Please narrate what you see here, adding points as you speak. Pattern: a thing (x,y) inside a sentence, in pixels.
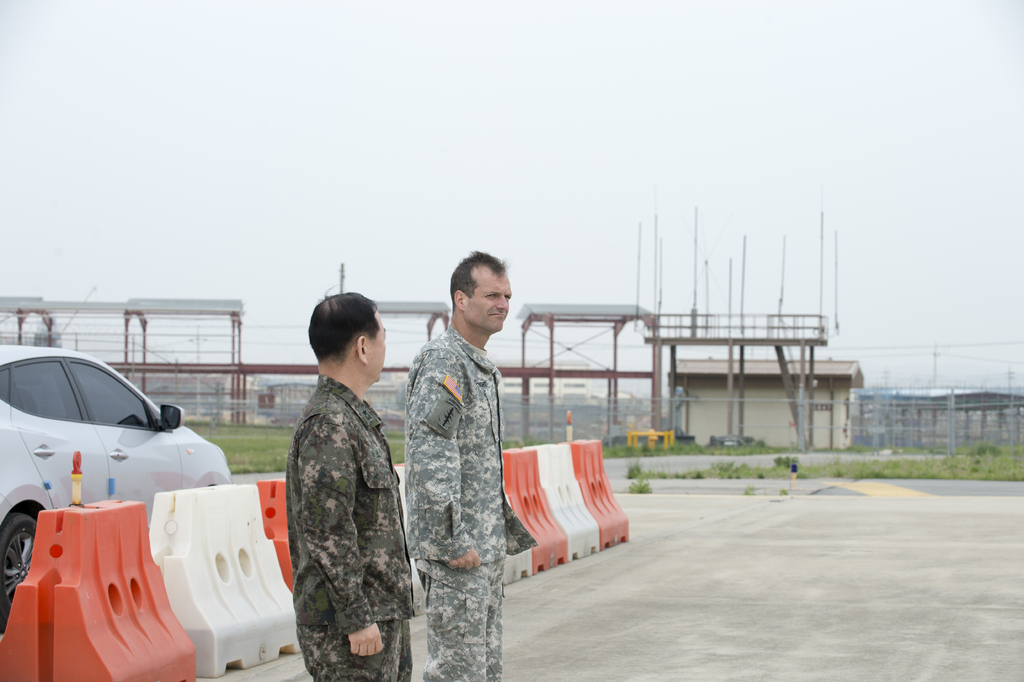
In this image we can see two men (364,432) wearing military uniform (421,538) and standing. We can also see a car (127,408) and the barrier (552,531) on the path (677,568). Image also consists of grass (995,463), house (765,382), bridge (144,321) with roof (576,309), fence (913,418) and also the road (912,483). Sky (646,193) is also visible.
